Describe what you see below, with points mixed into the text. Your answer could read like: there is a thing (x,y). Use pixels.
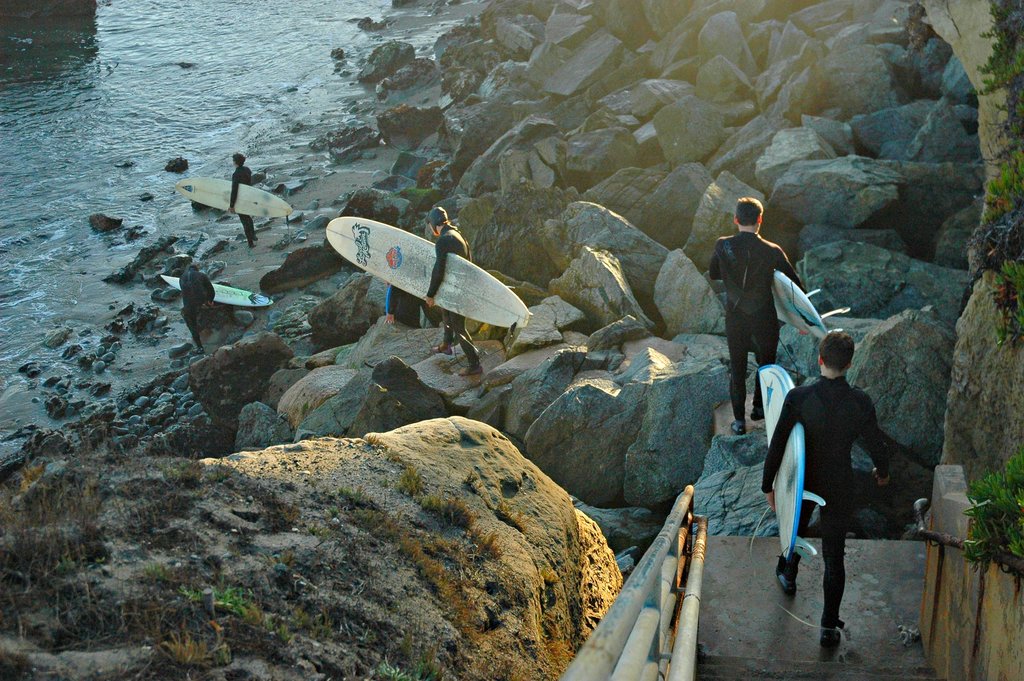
In this picture there are the rocks (597,461) at the right side of the image (700,122) and some people (760,413) they are climbing down from those rocks (327,303) and there is a water (276,106) at the left side of the image (209,178), it seems to be a seashore view.
